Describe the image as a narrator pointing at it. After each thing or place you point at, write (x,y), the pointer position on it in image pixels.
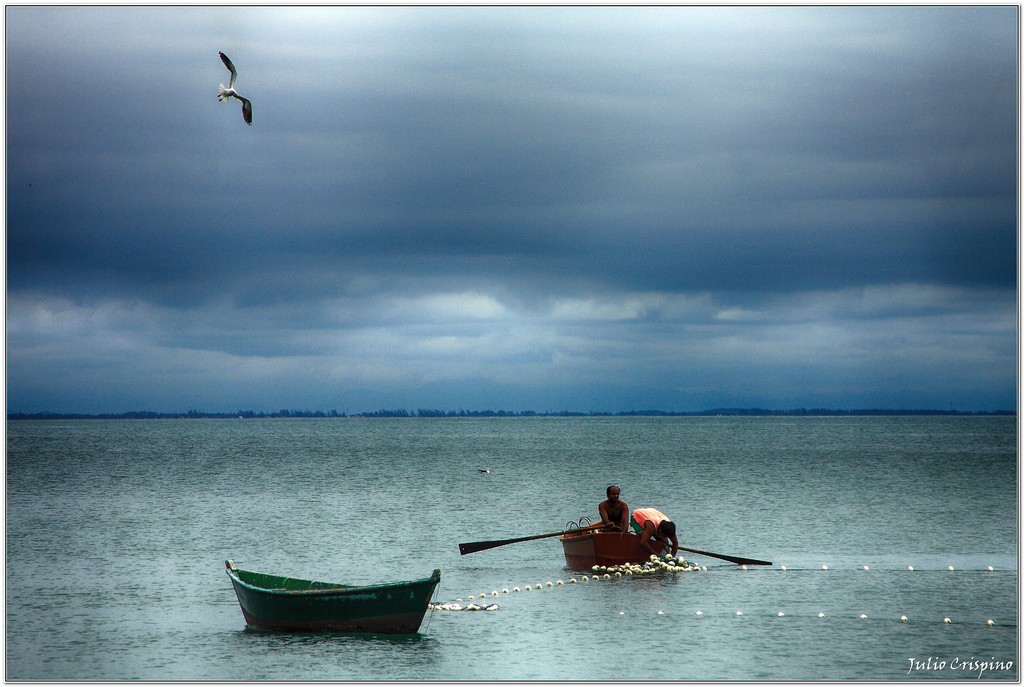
In this image there are two people (625,531) on the boat (628,549) and one is holding the paddles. In front of the boat (603,549) there is another boat (359,605) in the water (514,654). There are few objects (505,591) in the water (854,597). There is a bird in the air (275,131). In the background of the image (317,209) there are trees (830,411) and sky (794,402). There is some text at the bottom of the image (982,678).
